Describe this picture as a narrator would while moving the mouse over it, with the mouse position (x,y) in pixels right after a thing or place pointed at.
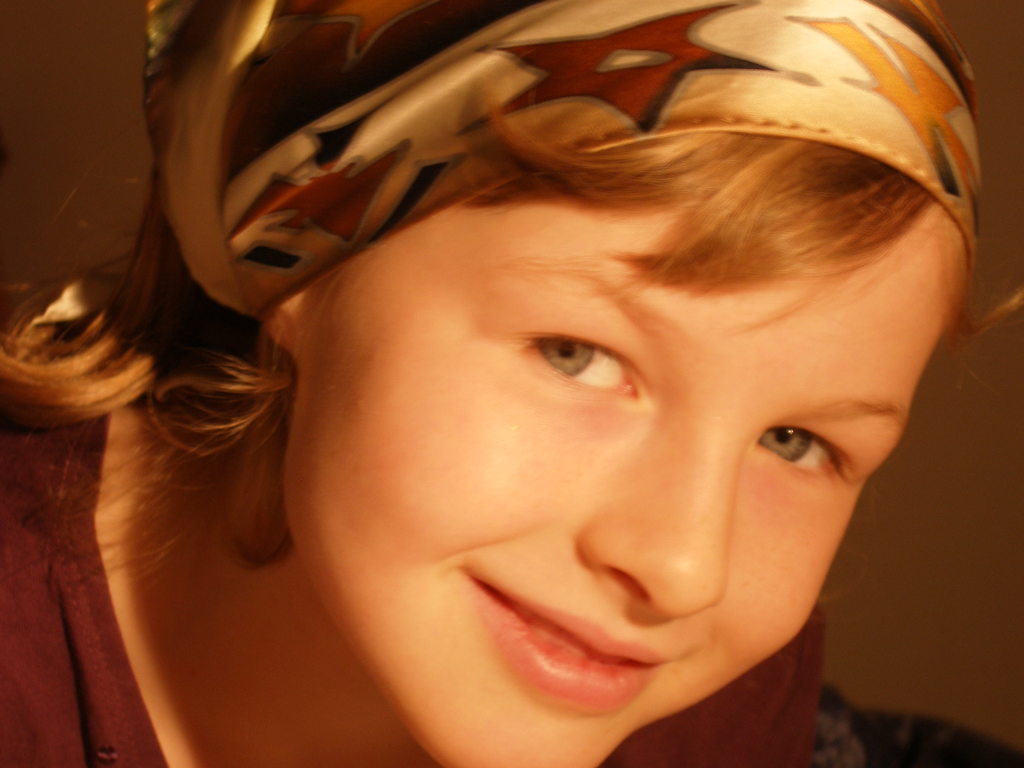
In the middle of this image (494,256), there is a child (506,244) in brown color T-shirt (76,733), smiling. And the background is dark in color.
